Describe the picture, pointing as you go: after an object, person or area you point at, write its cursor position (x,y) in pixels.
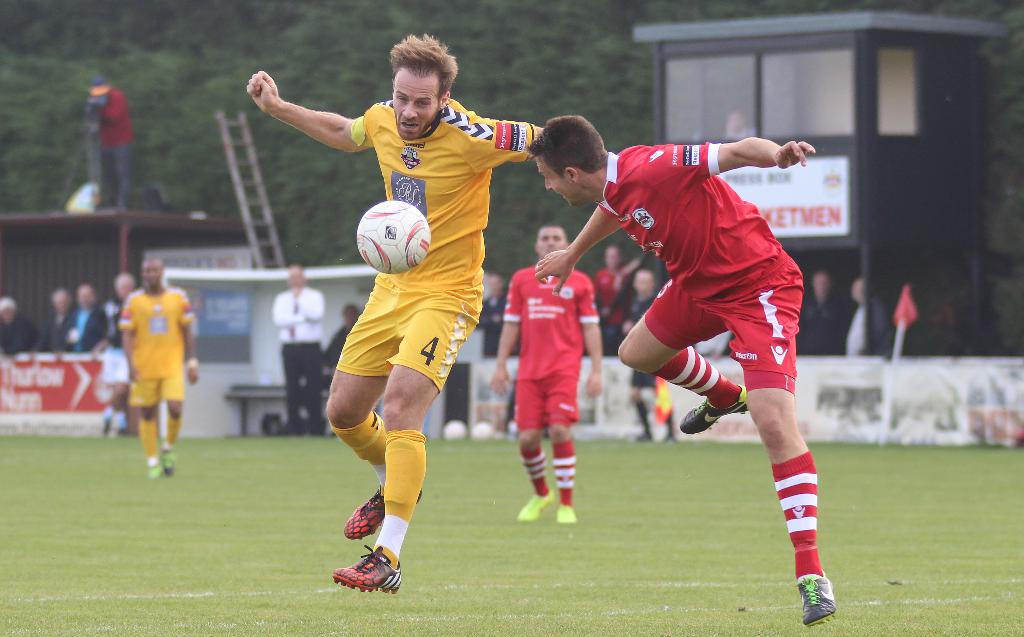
In this picture I can observe four players (433,358) playing football in the ground (203,472). Two of them are wearing yellow color jerseys (155,338) and two of them are wearing red color jerseys (576,343). I can observe white color football (395,234) in the air. In the background (105,304) there are some people (104,323) standing. There is black color cabin (883,214) on the right side (842,180). I can observe trees (190,51) and a ladder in the background (200,63).
